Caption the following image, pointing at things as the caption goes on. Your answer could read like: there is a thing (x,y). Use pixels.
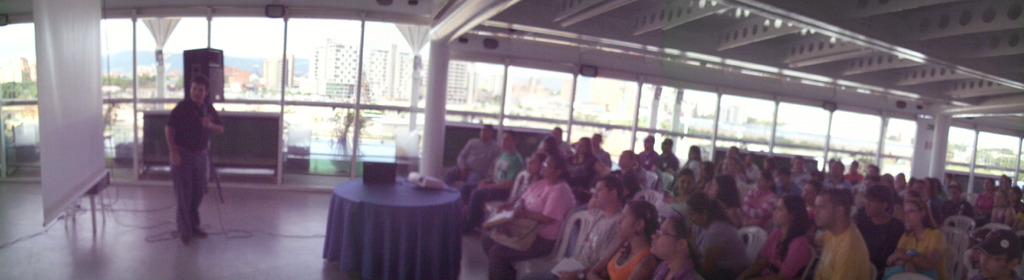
This picture shows group of people (773,189) seated on the chairs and a man (191,138) standing and speaking with the help of a microphone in his hand (206,126) and we see a projector screen (39,127) and projector (421,182) on the table (397,190) and we see a laptop (368,174) and we see few buildings (335,71) and trees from the Windows (392,137) and we see a speaker (214,88) on the stand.
